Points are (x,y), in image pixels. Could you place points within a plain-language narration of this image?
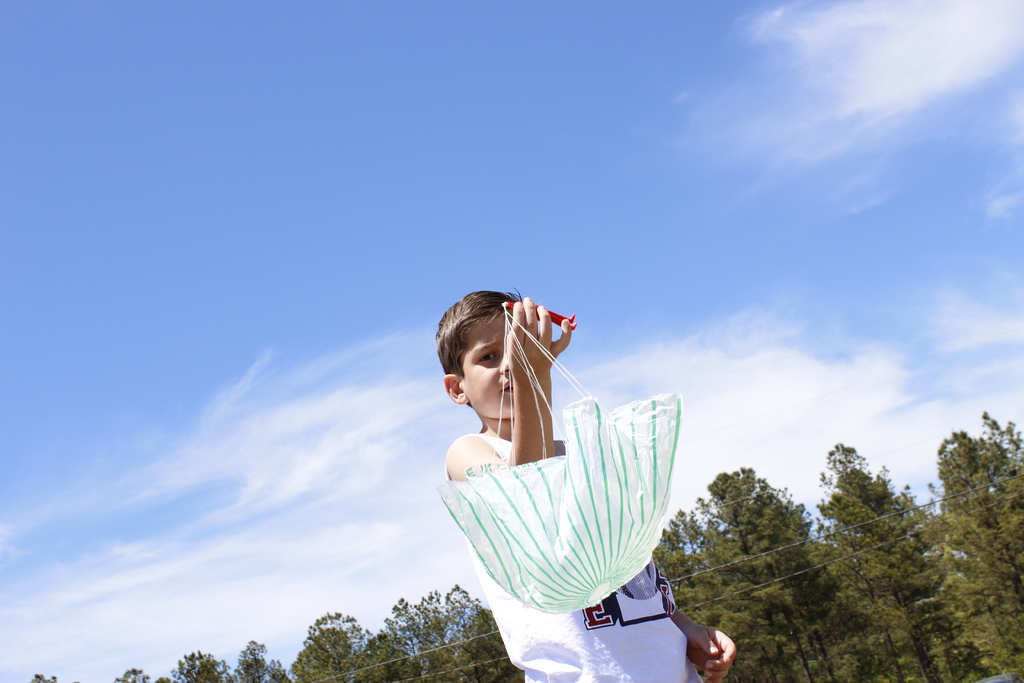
In this picture, we can see a person (679,624) holding an object (614,535), we can see trees (680,592), wires (774,580), and the sky (423,497) with clouds (409,483).
